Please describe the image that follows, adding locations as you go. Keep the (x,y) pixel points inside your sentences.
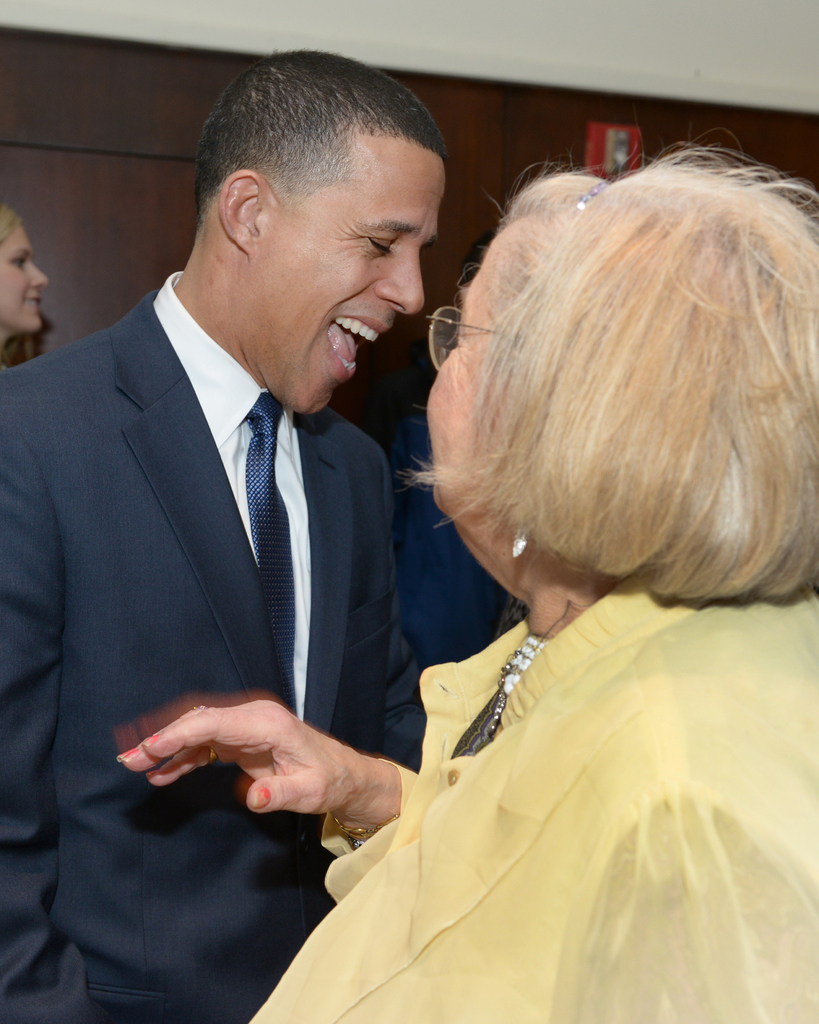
In the picture we can see a man (296,347) standing and he is wearing a blue color blazer (43,386) with tie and shirt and he is laughing and in front of him we can see a woman (610,350) wearing a yellow color dress (754,659) and looking at him and in the background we can see a wall (602,119) which is brown in color.
